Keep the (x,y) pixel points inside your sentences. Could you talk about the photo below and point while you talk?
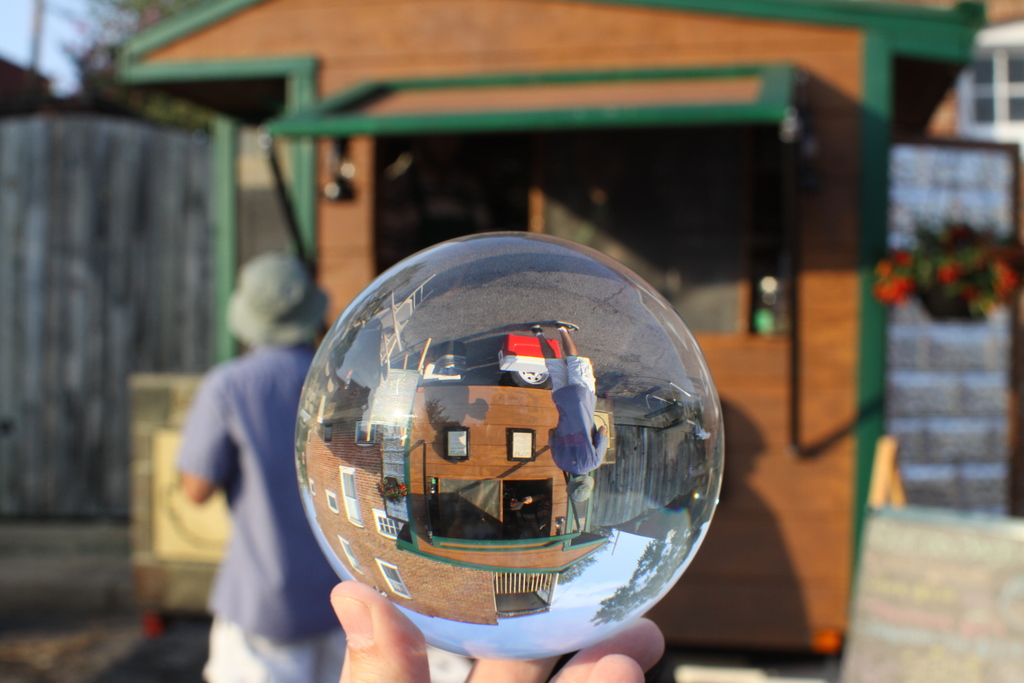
In the middle of the image (391,285) there is a person hand (402,661) holding the glass ball (465,452) in the hand (624,664). In the ball (480,488) there is an image of man (555,438), store (500,470) and a building (460,573). Behind the ball (542,439) there is a man (257,455) with a blue shirt (260,408) and hat (265,311) on his head (265,312) is standing. And in front of him there is a store (710,250) with window (740,125). And in the background (936,291) there is a blur image.
